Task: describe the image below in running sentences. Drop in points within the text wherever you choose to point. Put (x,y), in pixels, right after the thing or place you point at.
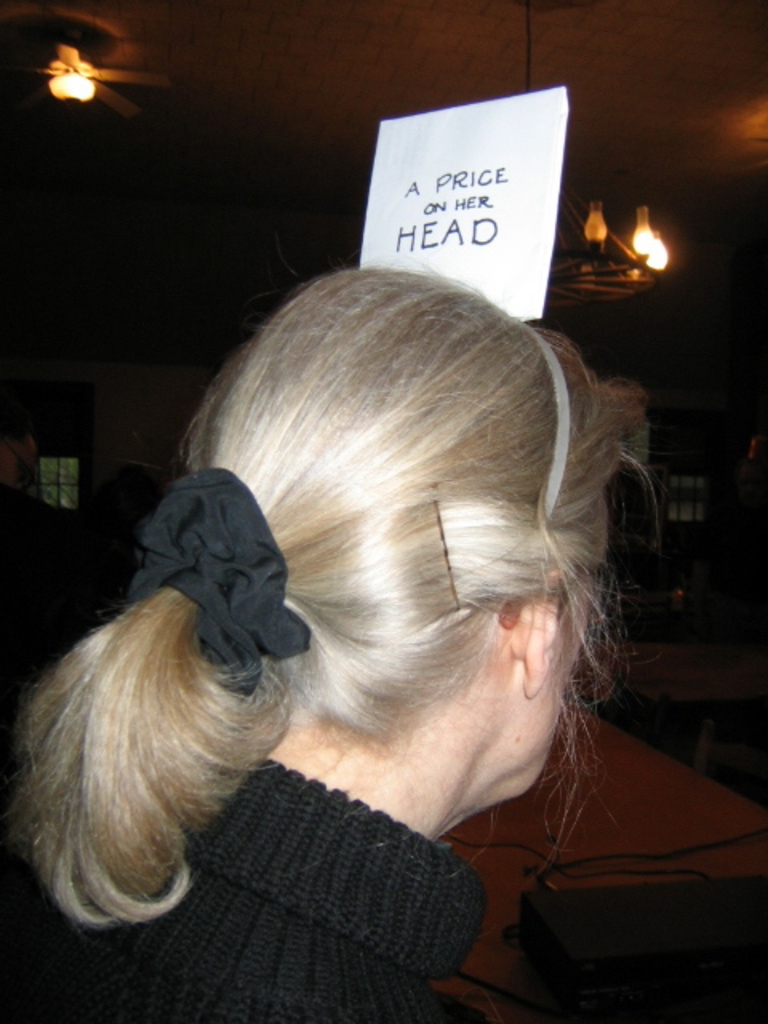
At the top (364,87) we can see ceiling (247,102) and lights (616,254). Here we can see a woman (338,822) wearing a black wool sweater (311,895). We can see a black band (240,614), hair pin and a white hair band (560,373) on her hair (471,458). This is a paper note (475,190).
